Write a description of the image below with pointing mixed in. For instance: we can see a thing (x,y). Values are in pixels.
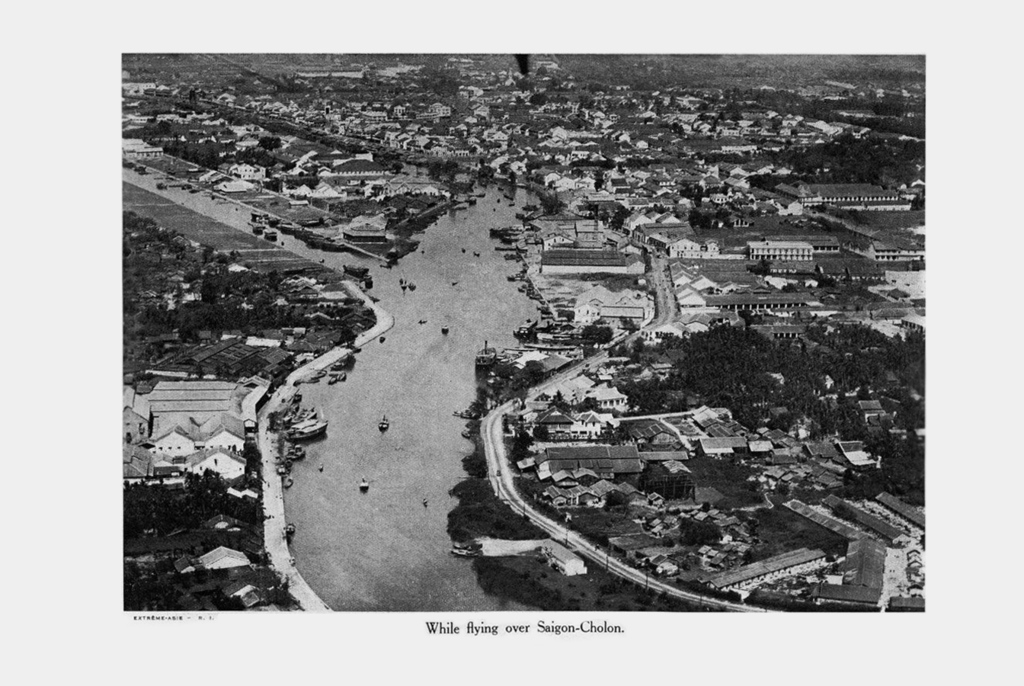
This is a black and white picture, in the picture I can see a river (441,268) in the middle (438,451) and I can see houses (234,399) and trees (762,340) visible.
